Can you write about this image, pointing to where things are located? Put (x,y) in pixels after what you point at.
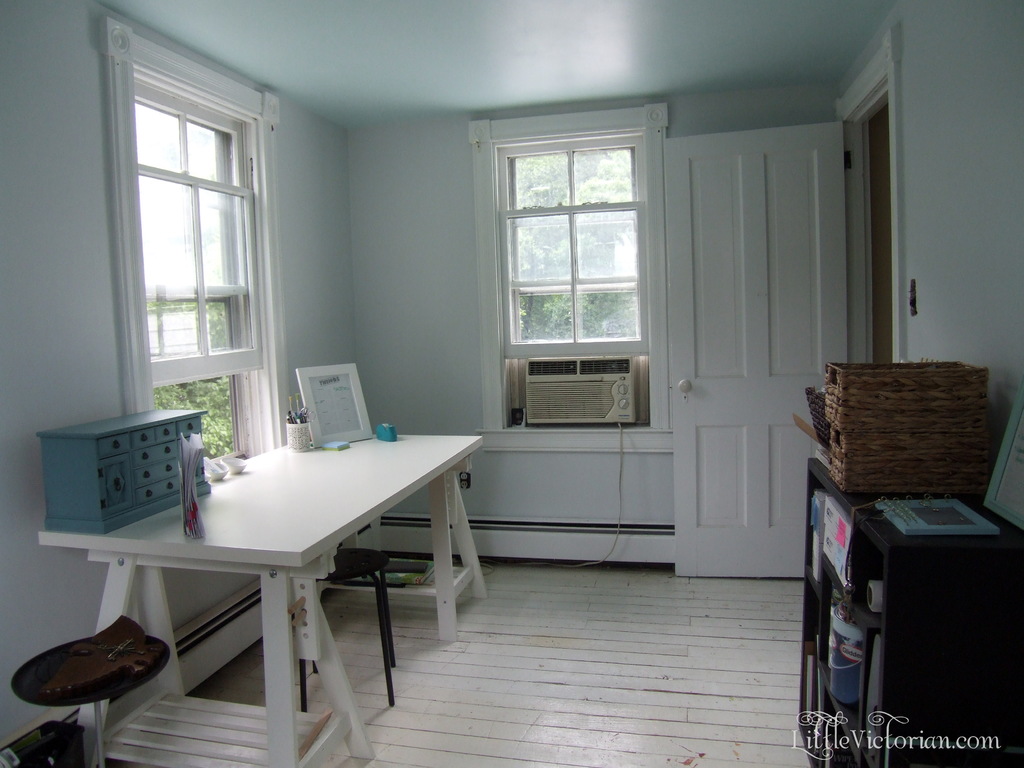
On the left side (307,521) there is a white color table (332,516), these are the two windows (264,368). On the right side (757,461) there is a door (724,377).
